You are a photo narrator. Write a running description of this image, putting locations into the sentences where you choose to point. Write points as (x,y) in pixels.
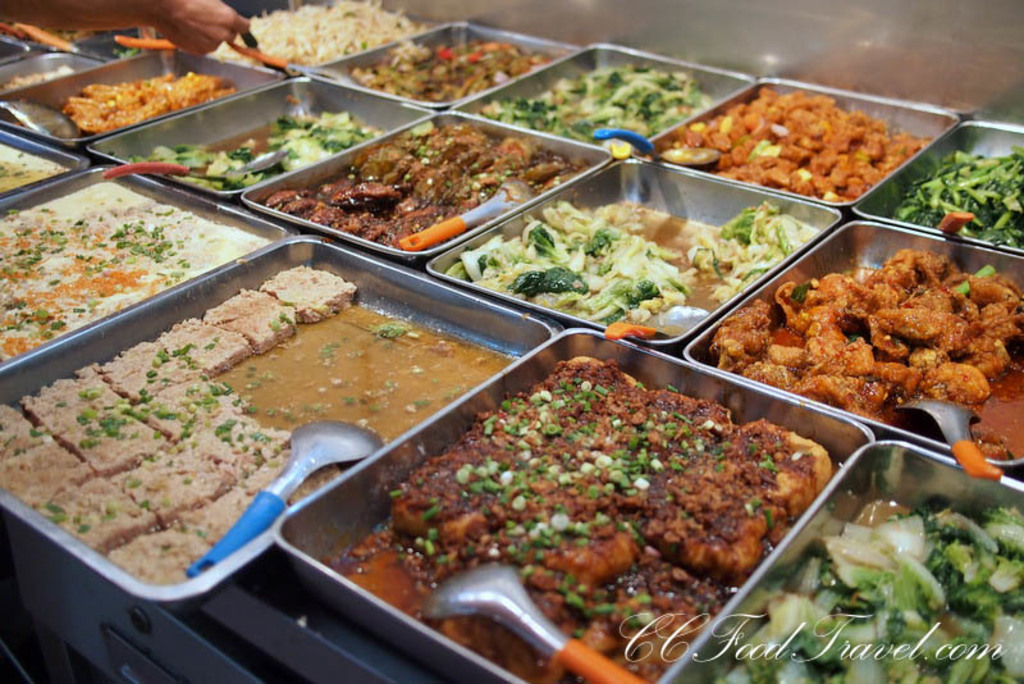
In this image we can see different food items (308,267) placed in the different trays (506,223) with the spoons (255,51). We can also see some person's hand (175,21) and that person (225,26) is holding the spoon (278,60). In the bottom right corner (753,621) there is text (887,635).
